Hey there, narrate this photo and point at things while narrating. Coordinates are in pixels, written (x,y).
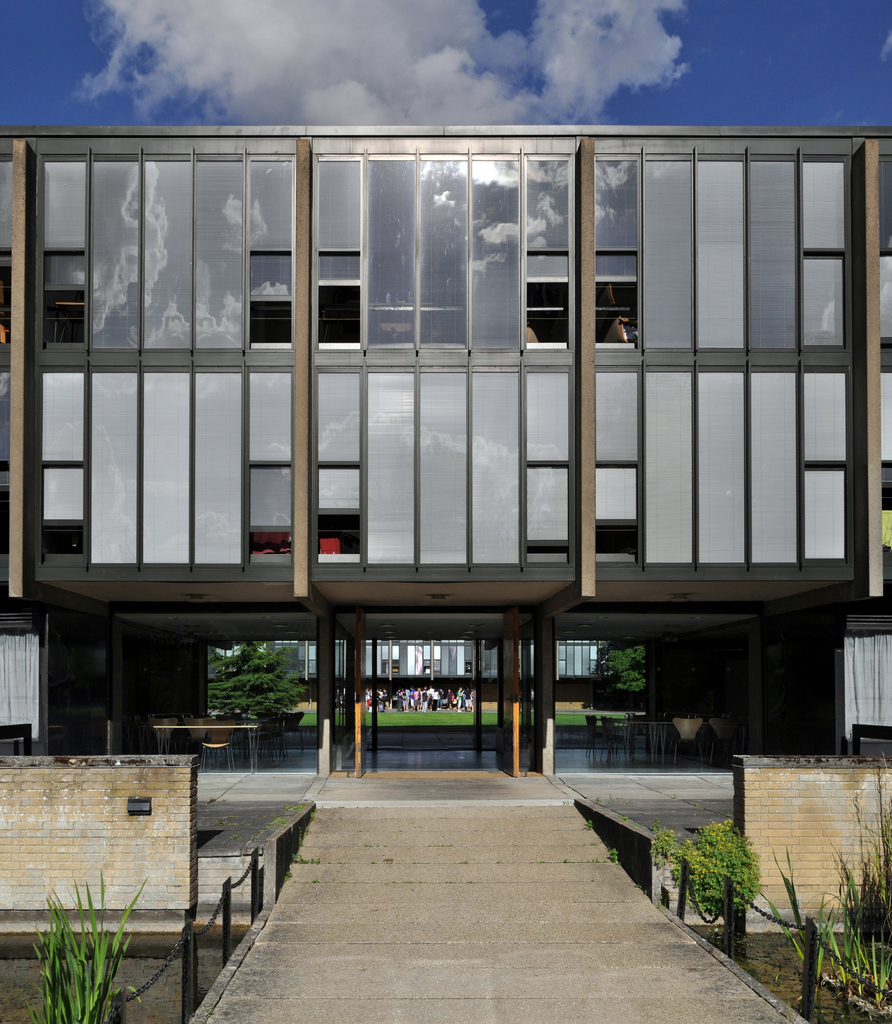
In this image we can see a building (586,553), there are some plants (59,959), trees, windows (339,444), fence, poles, curtains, walls (147,906) and people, in the background (509,12) we can see the sky (585,15) with clouds (677,4).
